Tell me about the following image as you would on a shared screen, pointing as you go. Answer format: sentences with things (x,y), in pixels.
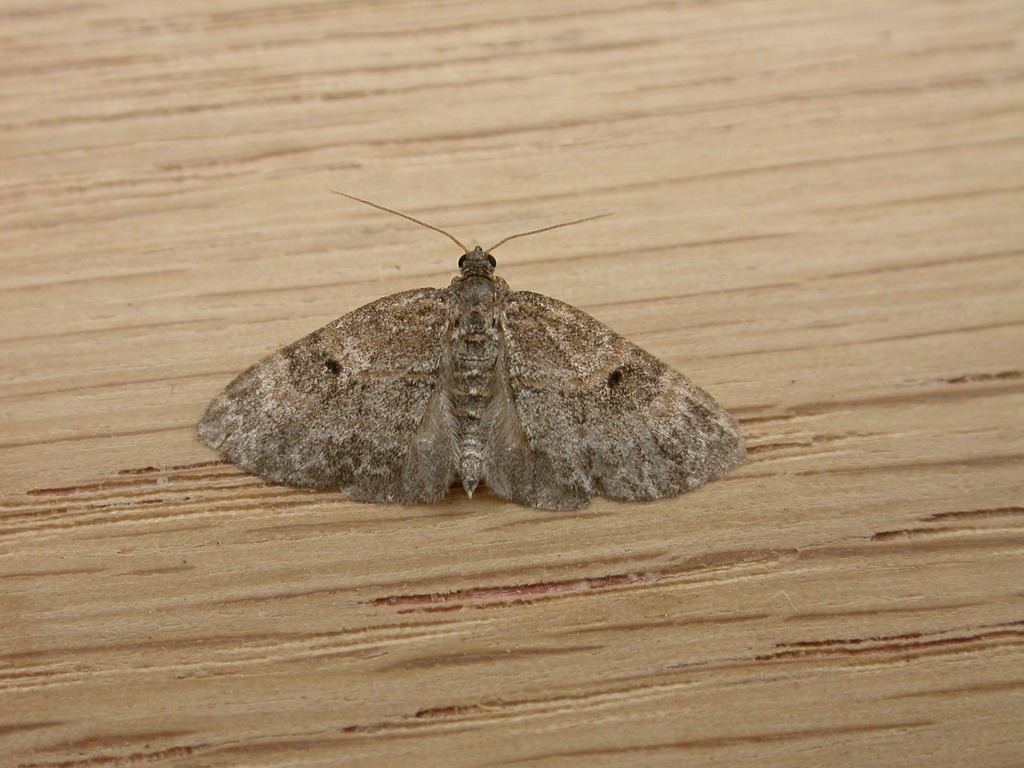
In this picture there is a moth (597,375) on the table (322,520) or wood (121,621).
